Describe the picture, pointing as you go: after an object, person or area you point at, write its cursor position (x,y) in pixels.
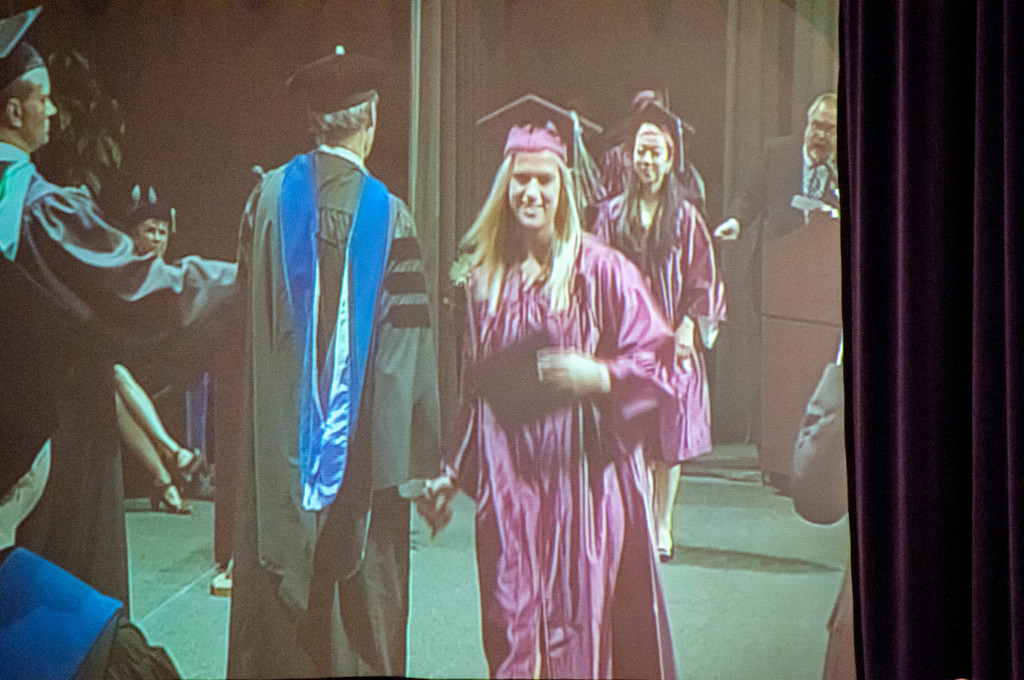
In the image there are pictures of few graduates (601,264) and behind them on the right side (774,183) there is a person (771,235) standing in front of a table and he is speaking something, in front of the picture on the right side (965,135) there is a curtain (968,536).
